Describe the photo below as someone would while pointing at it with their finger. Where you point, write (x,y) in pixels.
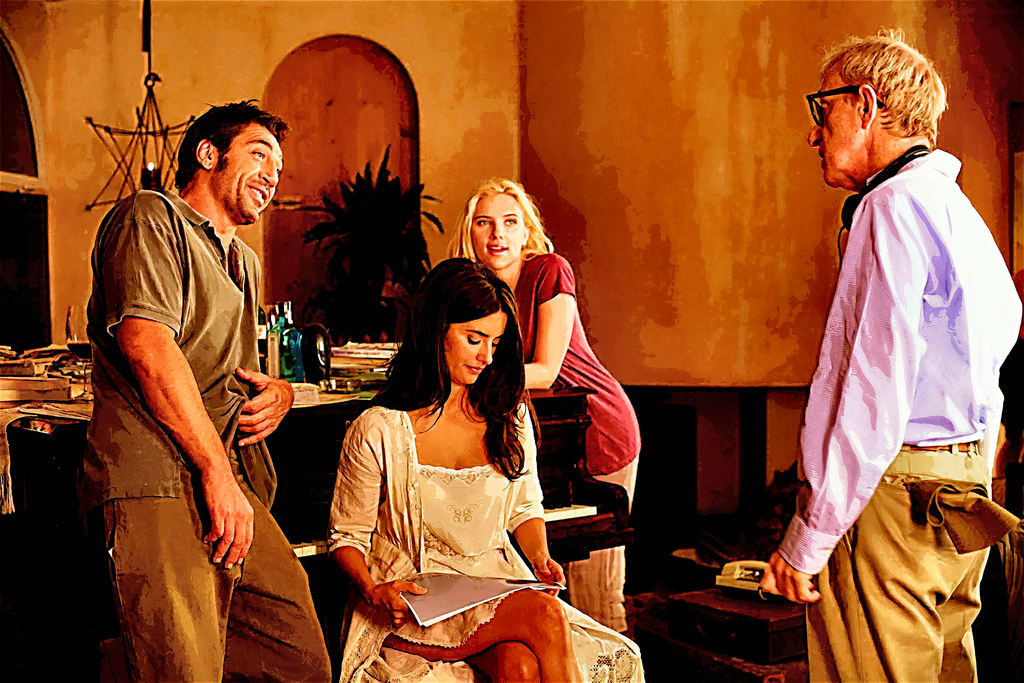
This picture is clicked inside the room (640,548). The woman (554,599) in the middle of the picture (361,419) wearing white dress (464,513) is sitting on the stool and she is holding a book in her hands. Beside her, there are three people (956,432) standing. Behind her, we see a table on which books (58,399), papers (36,354) and bottles (283,331) are placed. Behind that, we see a wall (620,138) and a door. At the bottom of the picture (729,614), we see a table (726,605) on which landline phone (759,585) is placed.
